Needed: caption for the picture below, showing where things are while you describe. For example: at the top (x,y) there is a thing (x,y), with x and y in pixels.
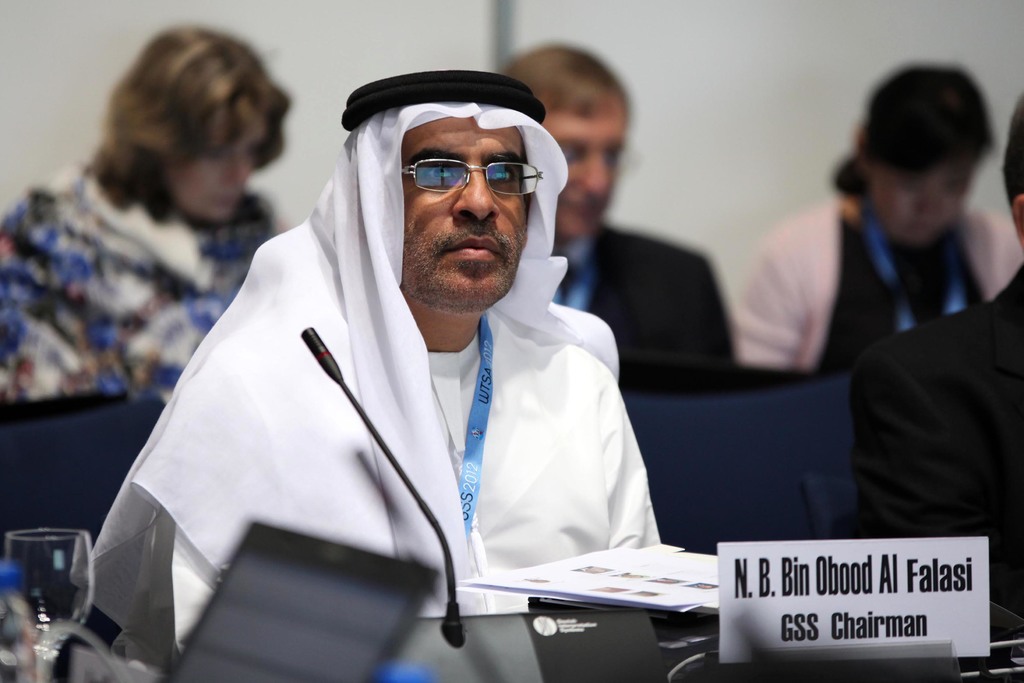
In this picture there is a man (543,285) who is wearing spectacle (516,174) and white cloth (441,438). He is sitting near to the table (717,630). On the table (536,622) we can see name plate (816,586), papers (638,576), mic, water glass (57,562), wine glass (53,620), laptop (368,653) and other object (567,652). On the back (122,256) we can see three persons (664,259) sitting near to the wall (689,138). On the right (949,351) there is a man (931,390) who is wearing blazer (932,386).
